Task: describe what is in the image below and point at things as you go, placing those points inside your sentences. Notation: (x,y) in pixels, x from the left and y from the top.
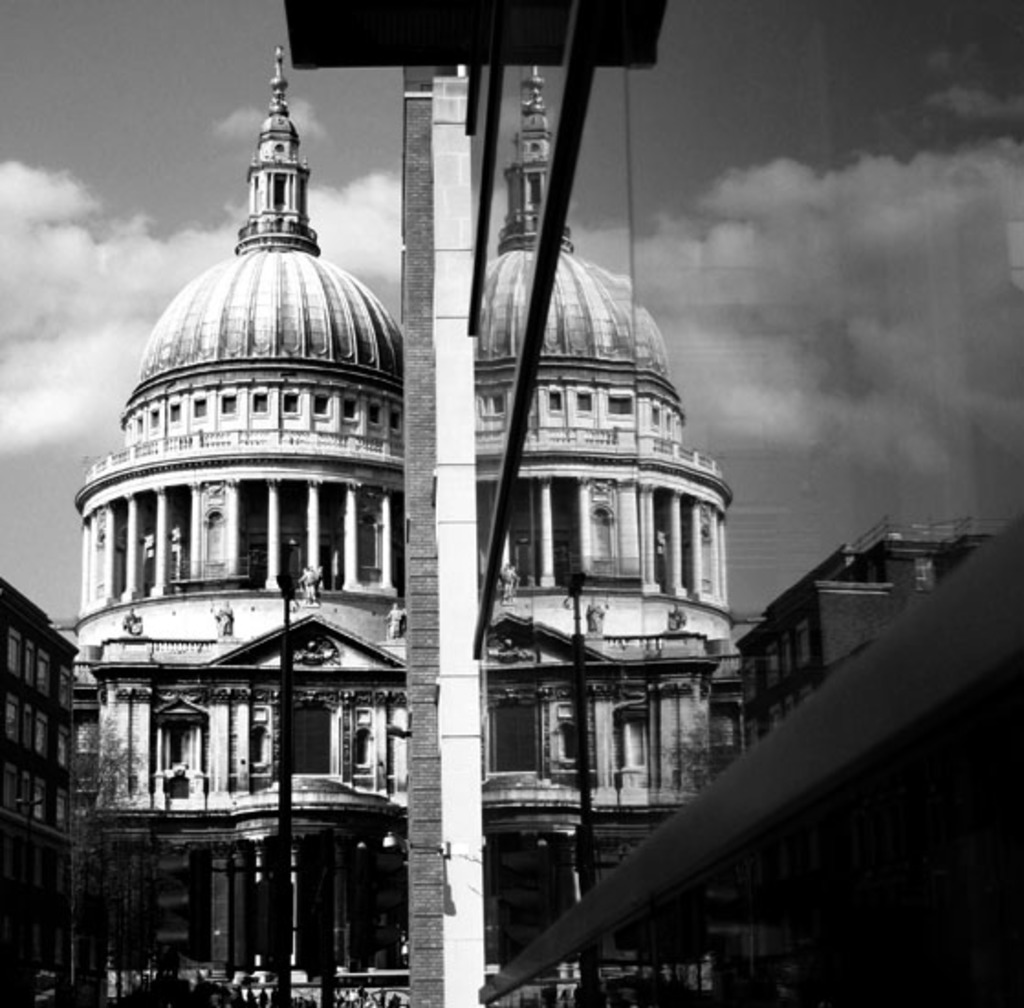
This is a black and white image where we can see building (239,723) and light pole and the sky (394,109) with clouds (919,154) in the background (391,99). Here we can see the reflection (528,673) of the buildings (545,170) and sky (823,124) in the glass building (559,183).
